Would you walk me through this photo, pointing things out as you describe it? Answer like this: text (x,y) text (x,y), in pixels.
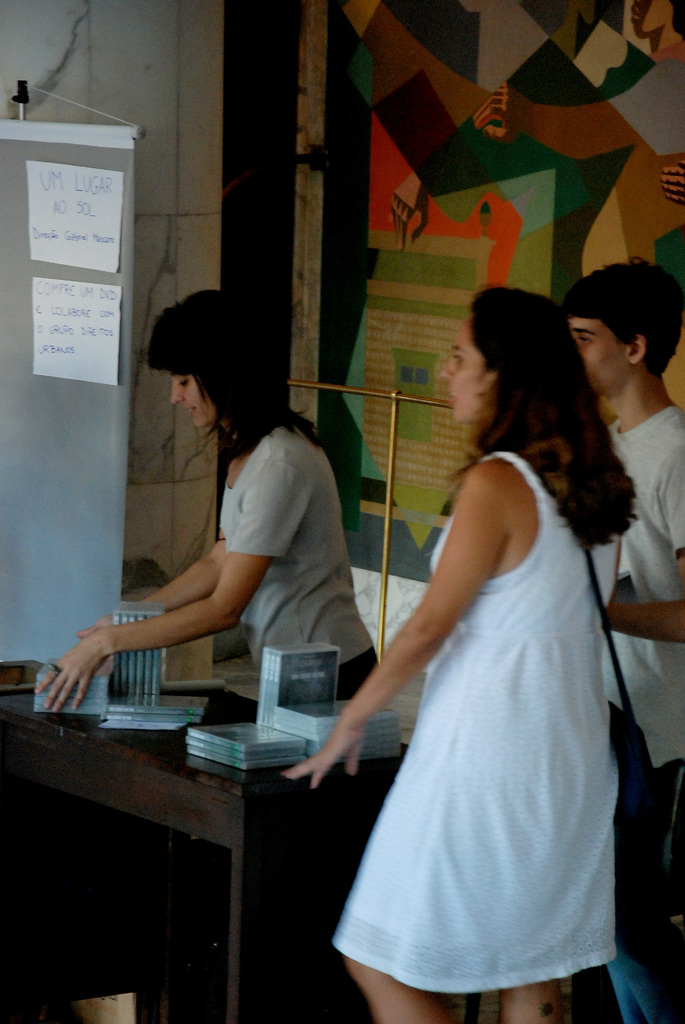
There are two women (463,565) and a man (621,430) standing at the table (163,798). On the table (156,752) there are CD's (247,747). In the background (341,499) there is a wall (351,73) and posters (397,199) on it and a hoarding (94,278).
